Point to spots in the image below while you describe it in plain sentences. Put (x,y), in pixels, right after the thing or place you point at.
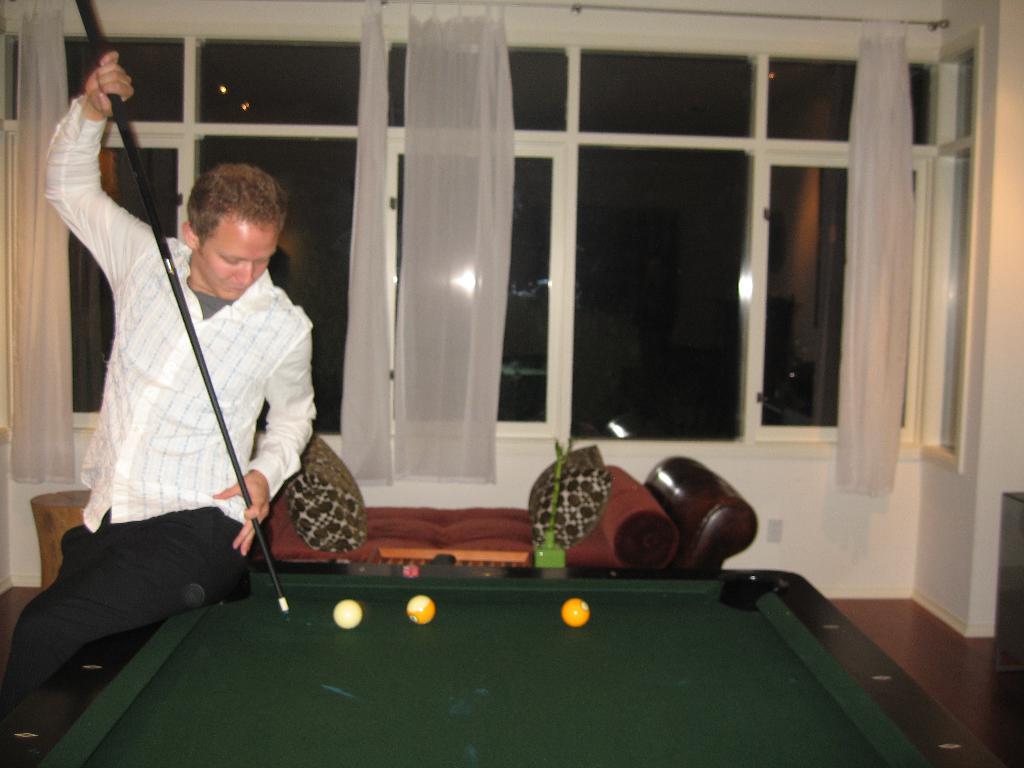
On the background (616,146) we can see windows (573,183) with white colour curtains (855,279). This is a wall (892,502). Here we can see one man (222,590) playing a snookers game. This is a sofa (451,516) with two pillows (338,511). This is a floor (926,665).
